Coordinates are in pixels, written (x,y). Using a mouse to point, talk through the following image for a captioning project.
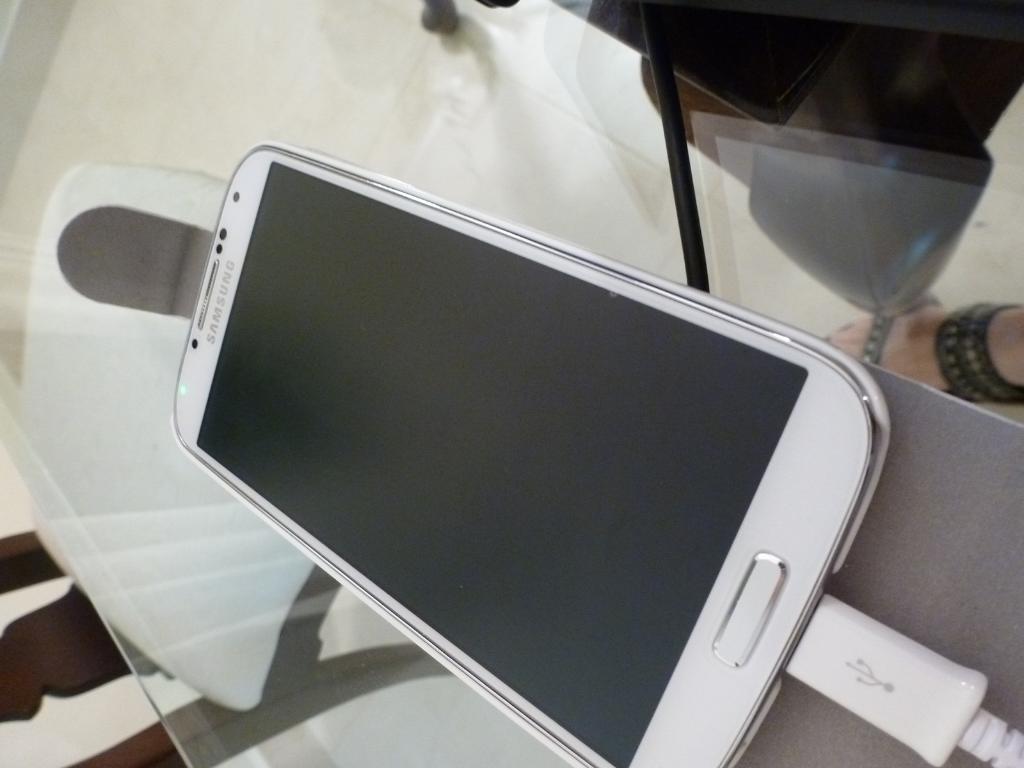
This image consists of a mobile (470,477) kept for charging. The mobile (714,583) is in white color. To the right (984,344), there is a leg (990,342) of a person (981,359). The mobile (694,446) is kept on a table (481,43). At the bottom (61,714), there is floor (45,712).
